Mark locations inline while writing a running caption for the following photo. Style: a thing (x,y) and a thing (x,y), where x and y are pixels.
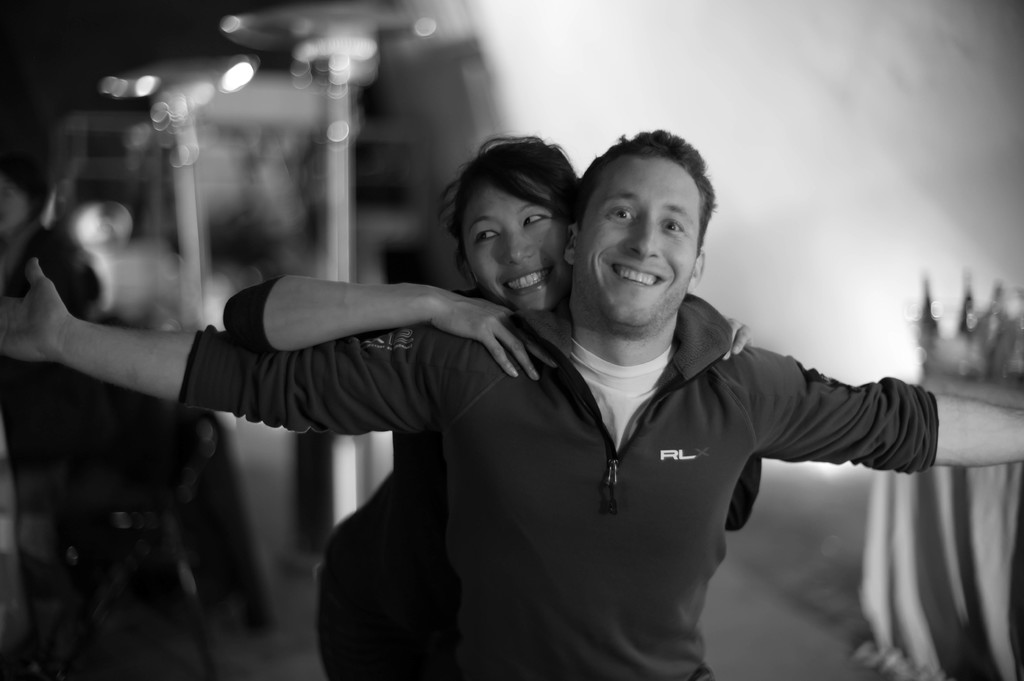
In this picture we can see a man (468,602) and a woman (461,247) smiling and in the background (185,71) it is blurry.
